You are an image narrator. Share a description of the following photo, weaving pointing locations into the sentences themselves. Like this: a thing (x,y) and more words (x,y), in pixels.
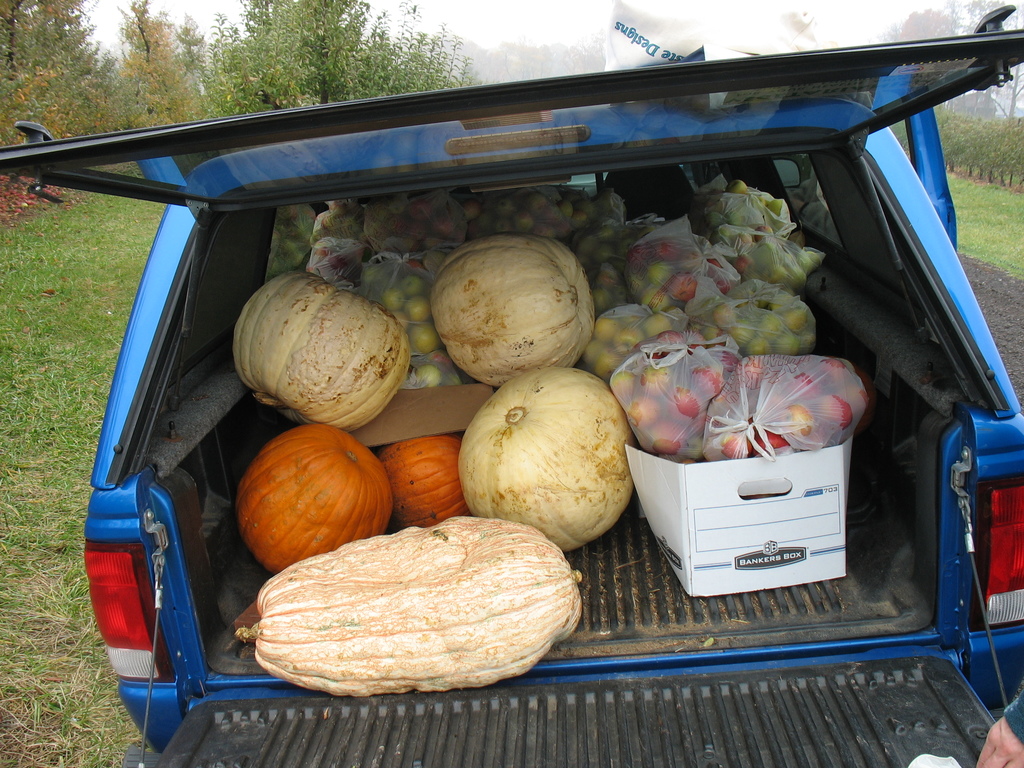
In the foreground (324,287), I can see fruits (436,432) and vegetables (341,482) in a car (883,548) and a box (831,578). In the background (61,130), I can see grass (120,267), plants (1014,149), trees (560,62) and the sky (204,31). This picture might be taken in a park (58,746).
